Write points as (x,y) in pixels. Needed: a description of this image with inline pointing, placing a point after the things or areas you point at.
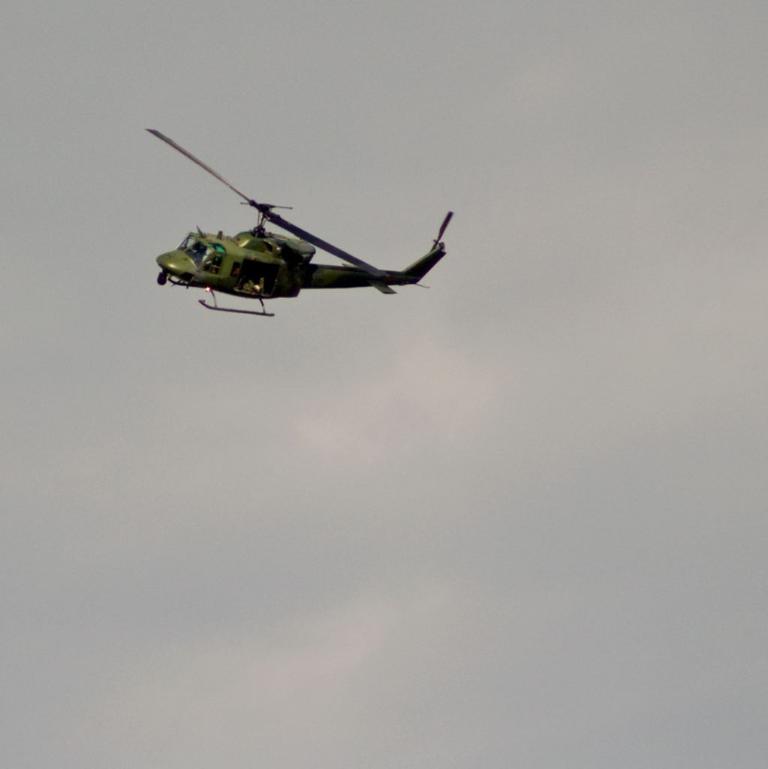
In the picture we can see a helicopter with a fan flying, it is green in color and in the background (356,493) we can see a sky (187,56) with clouds (54,392).
